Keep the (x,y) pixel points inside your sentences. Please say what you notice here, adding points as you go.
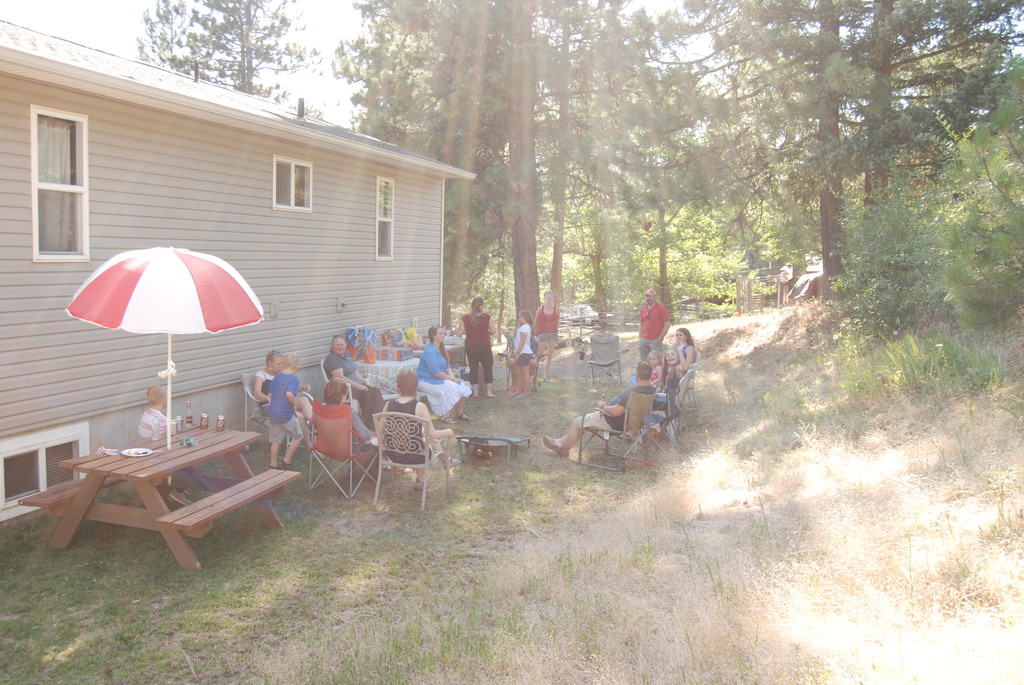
There are group of persons (362,394) sitting on the chairs (416,420). I can see a bench cum table (187,462) with a big umbrella (173,315) on it. This is a house (277,209) with windows (390,224). At background (528,147) I can see tall trees (721,122). It looks like a sunny day.
